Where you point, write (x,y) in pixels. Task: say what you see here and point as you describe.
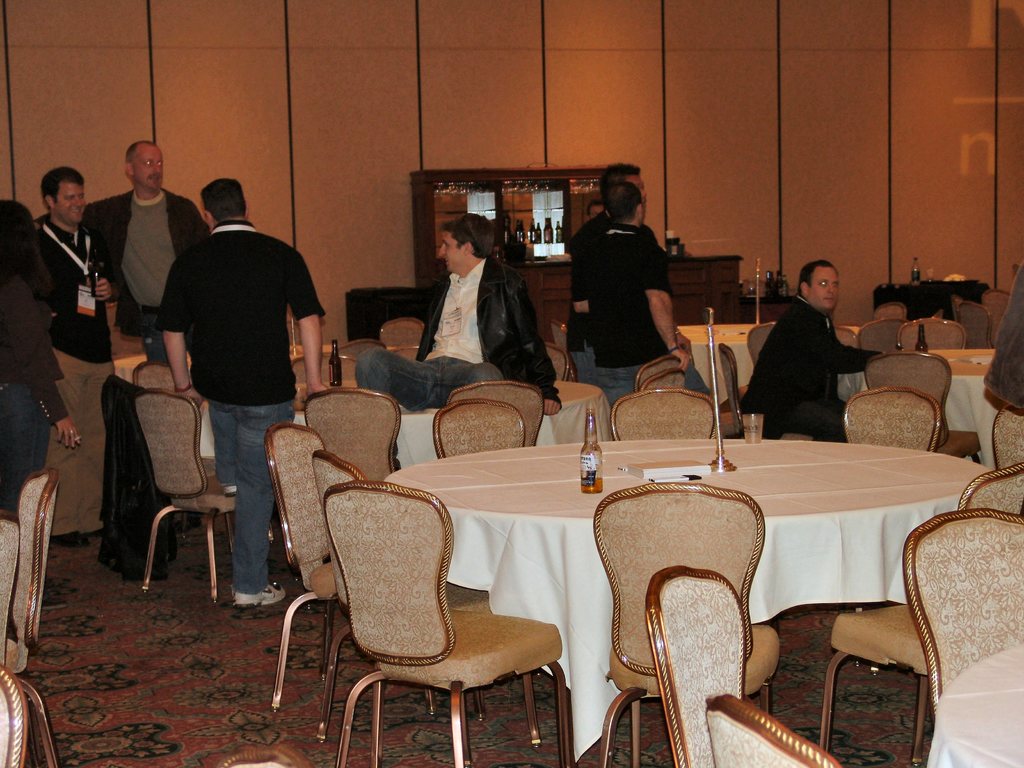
In the left middle (207,274), there are four persons (246,486) standing in front of the table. One person (88,308) is holding a bottle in his hand (103,291). In the middle (435,375) and right, there are two person (796,354) sitting on a table (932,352) and a chair (937,369) near the table (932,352) on which liquor bottle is kept. And two person (651,268) are walking. A background (74,57) is light brown in color. This image is taken inside a hotel (755,194).
